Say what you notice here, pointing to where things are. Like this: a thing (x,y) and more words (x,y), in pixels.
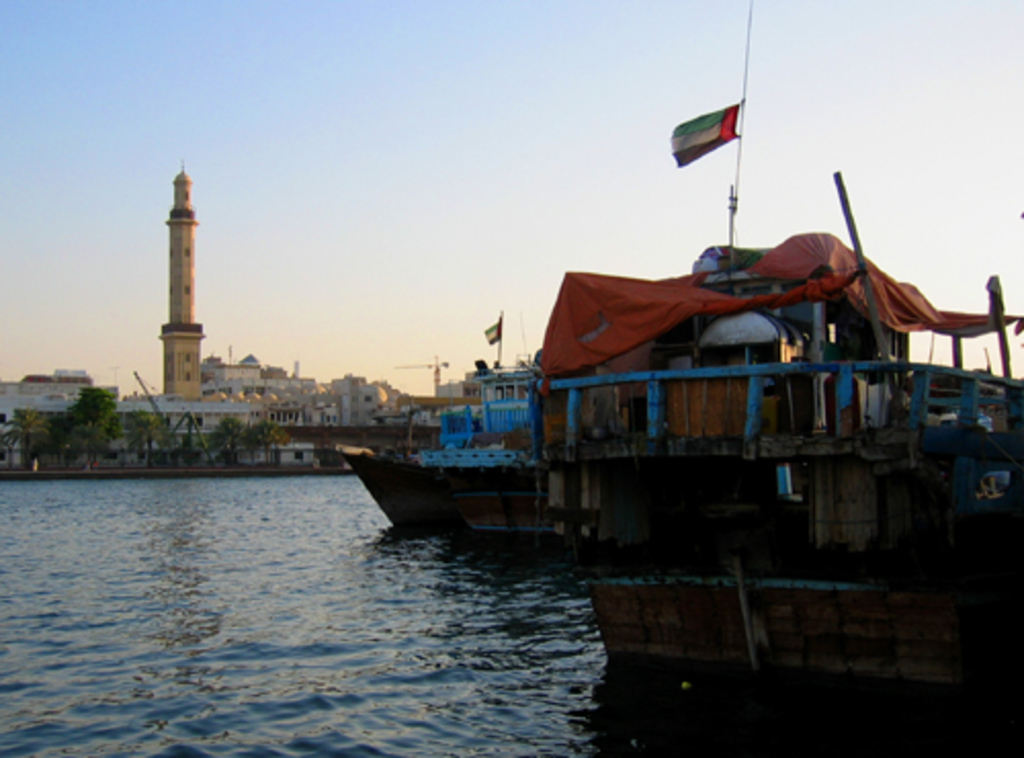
In the foreground of the picture (572,463) I can see the ships (573,471) in the water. There are flagpoles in the ship (632,287). In the background (29,421), I can see the buildings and trees (75,422). There is a tower construction (192,219) on the left side (176,214). The sky (410,211) is clear.
